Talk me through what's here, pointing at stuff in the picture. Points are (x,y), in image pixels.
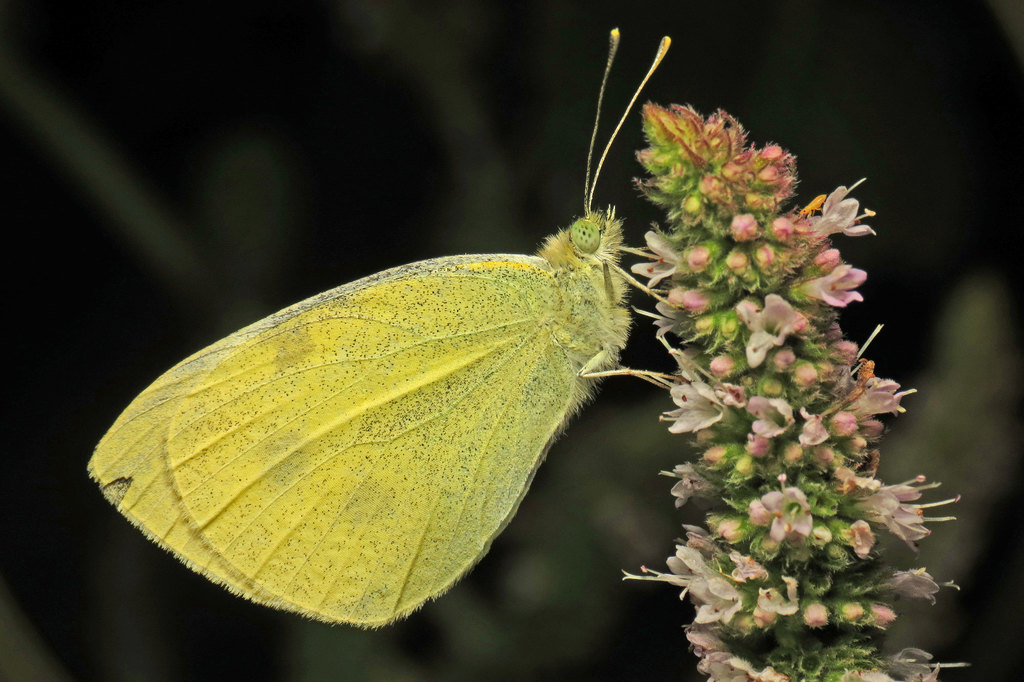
In this image I can see the green color butterfly (582,378) on the plant (790,357) and I can see few flower (884,511) to the plant (770,475). Background (159,144) is blurred.
